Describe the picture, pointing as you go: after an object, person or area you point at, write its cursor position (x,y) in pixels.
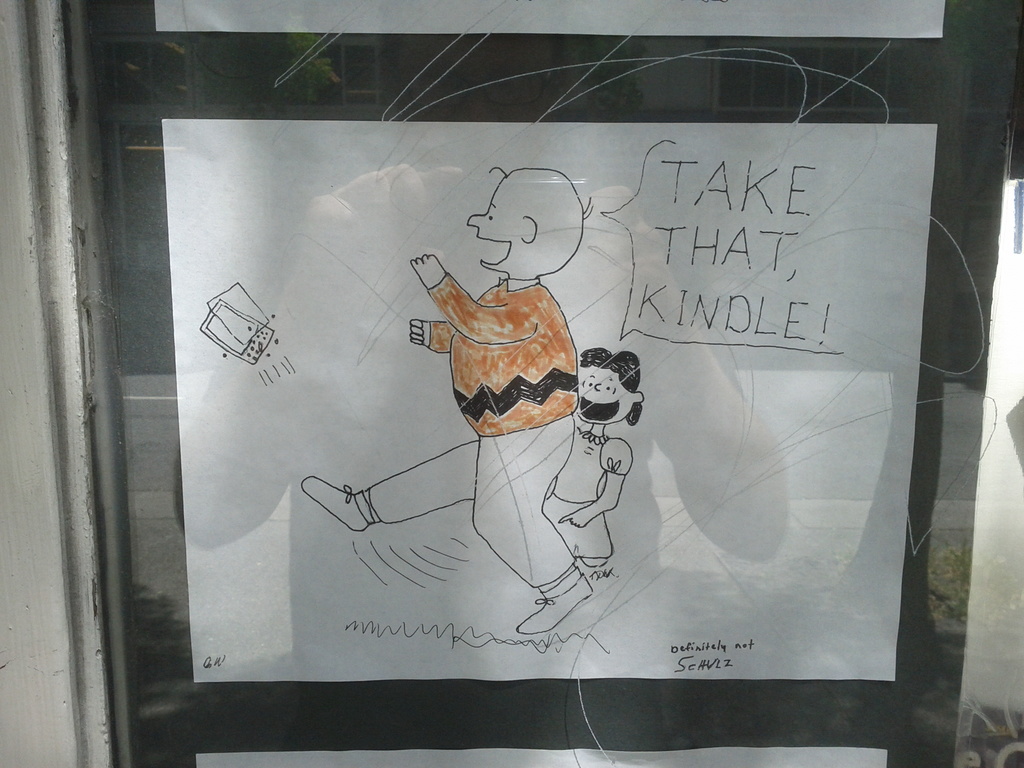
In this image there is a white chart (404,328) on which there is a drawing (633,394). In front of the chart (407,237) there is a glass (629,228). On the glass (573,117) there are lines (425,88).
